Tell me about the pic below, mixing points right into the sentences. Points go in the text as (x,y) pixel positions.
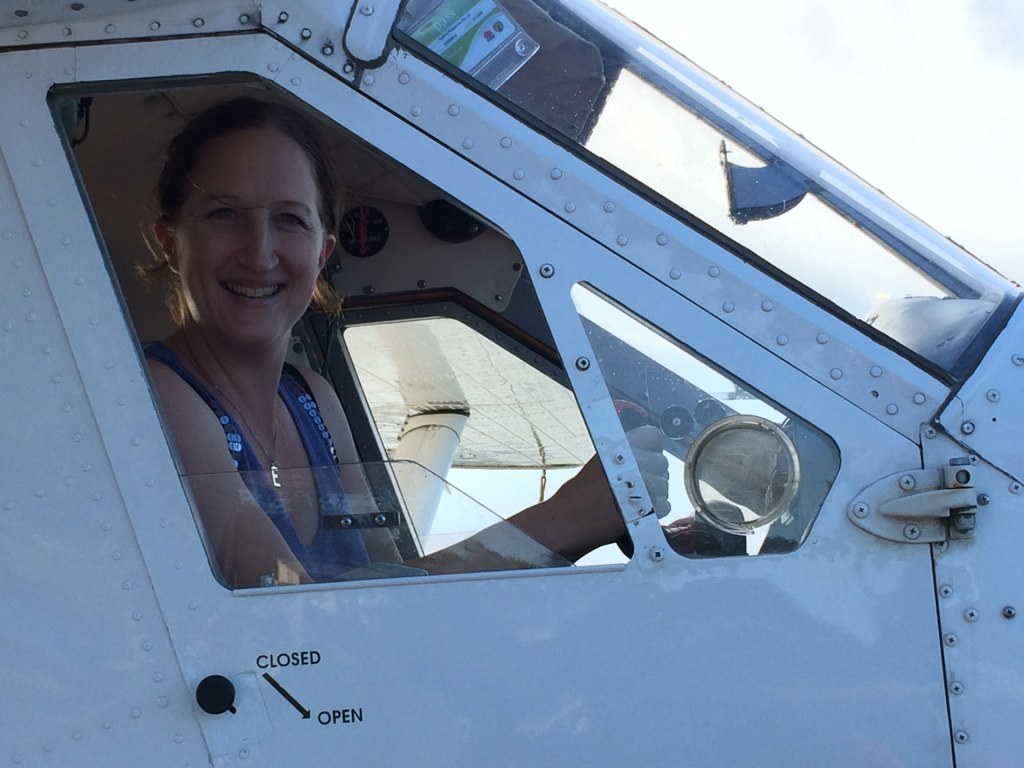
In this picture I can observe a woman (265,400) sitting in the vehicle (297,496). She is smiling. I can observe a door (291,639) of a vehicle (144,543). In the background (910,168) there is sky (789,87).
